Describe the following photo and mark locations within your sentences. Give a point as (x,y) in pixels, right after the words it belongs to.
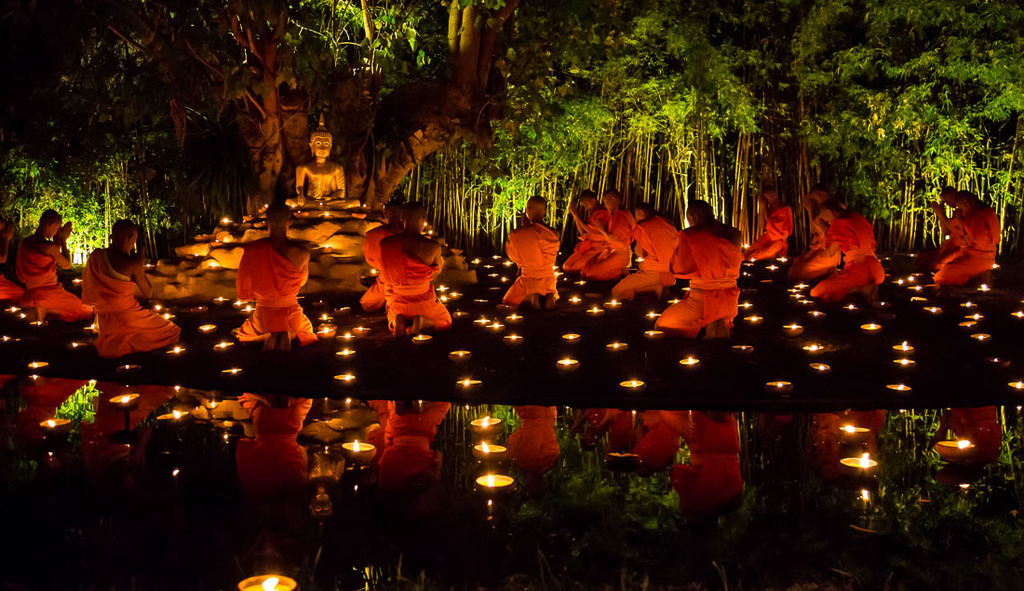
Here we can see few persons (966,240), candles (562,365), and a sculpture (336,169). At the bottom (721,444) we can see the reflection (733,484). In the background (545,133) there are trees (482,132).
